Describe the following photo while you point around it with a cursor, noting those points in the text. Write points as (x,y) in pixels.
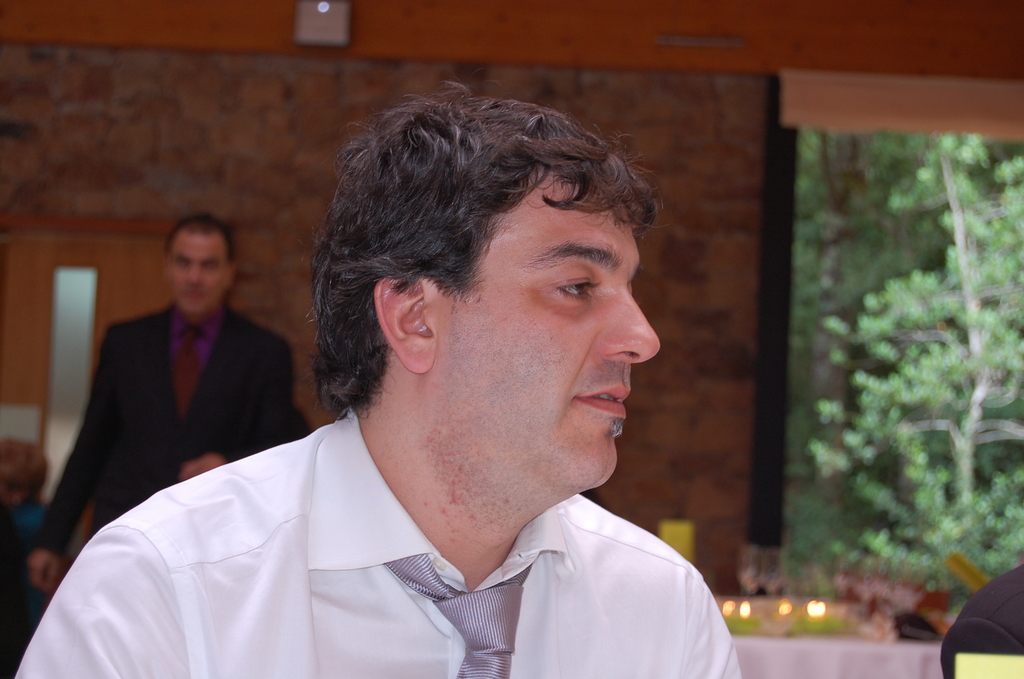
In this image there is a man (356,532) who is wearing the white shirt (367,613) and a tie (495,627). In the background (191,334) there is another man (157,391) standing in front of the wall (196,132). On the left side (84,288) there is a door (61,283). On the right side (934,285) there is a tree (920,277) in the background (950,249). On the right side (869,649) bottom there is a table (838,652) on which there are lights (816,611).
